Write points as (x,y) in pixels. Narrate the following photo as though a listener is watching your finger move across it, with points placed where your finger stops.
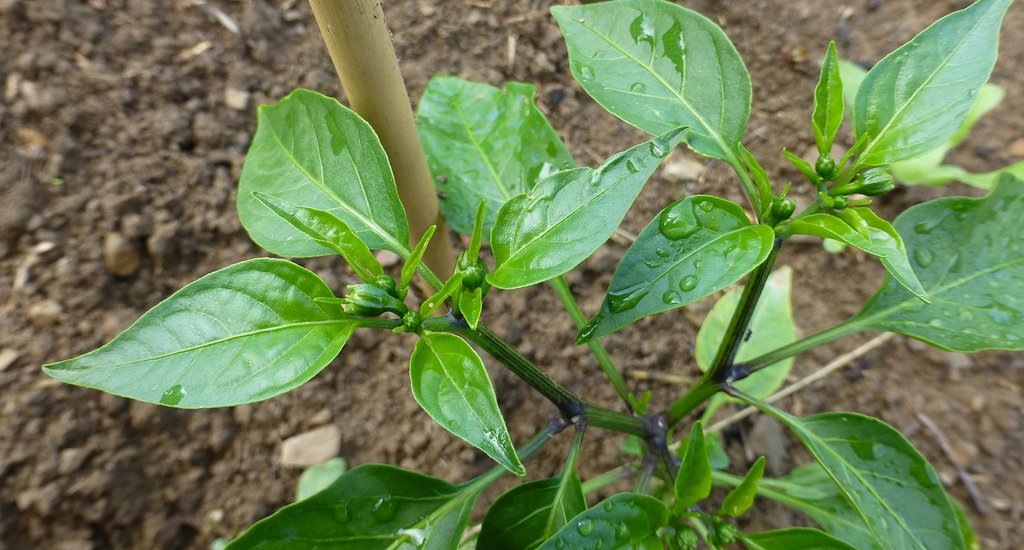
In the center of the image (643,243) there is a plant (713,387). In the background (87,110) we can see soil (72,104).
